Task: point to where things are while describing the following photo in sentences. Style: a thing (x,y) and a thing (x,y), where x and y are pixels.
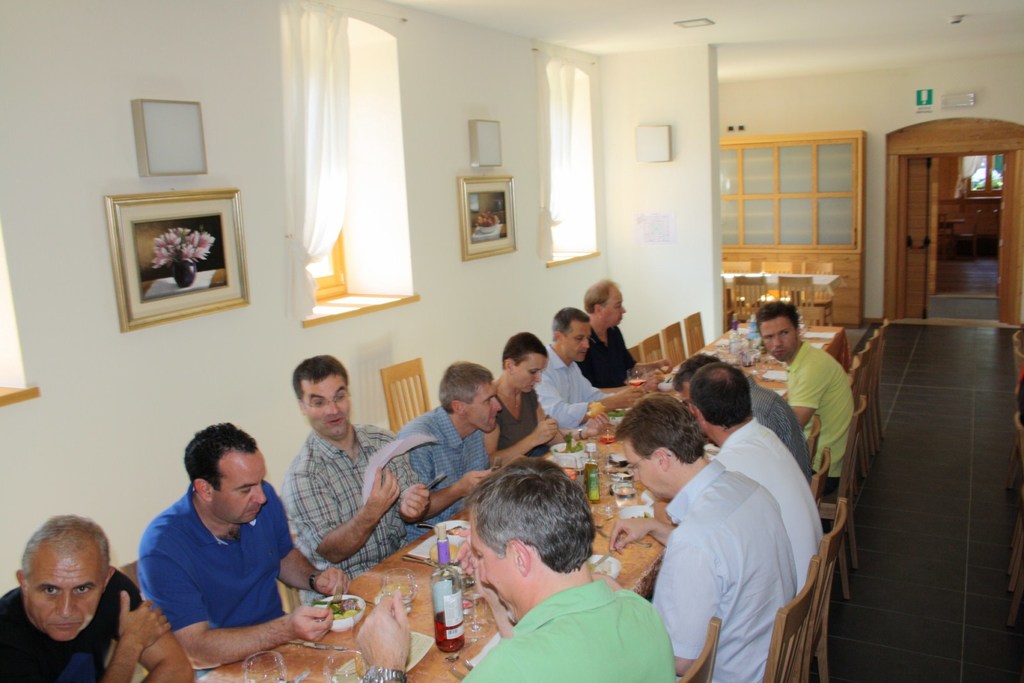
In this image there are group of persons (341,453) who are having their food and drinks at the left side of the image (144,297) there are paintings (465,235) attached to the wall (256,292) and at the right side of the image (907,228) there is a door (912,285).
